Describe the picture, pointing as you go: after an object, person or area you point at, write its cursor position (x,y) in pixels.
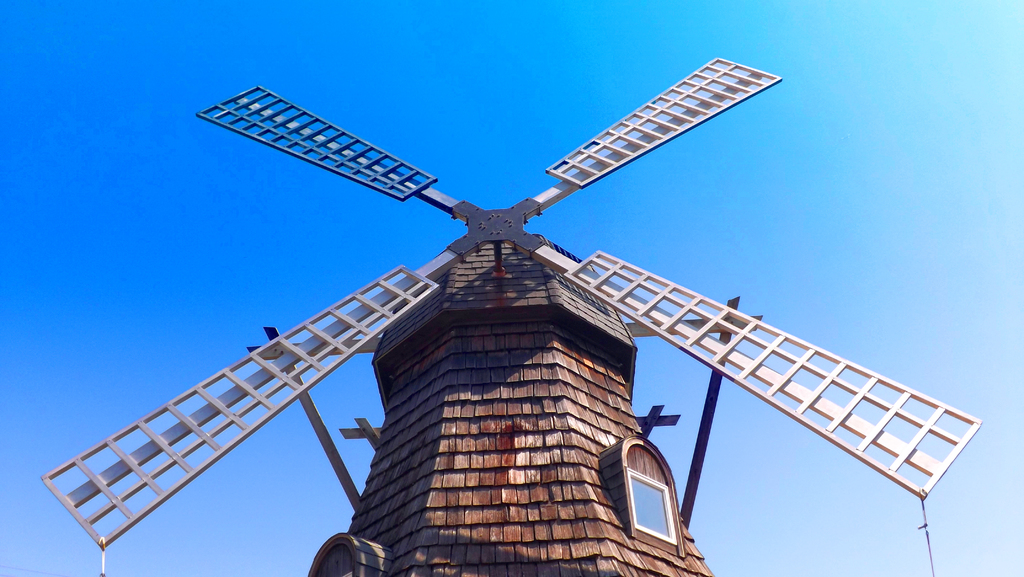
In this picture we can see a windmill (535,266) in the front (535,266), there is the sky (555,95) in the background (534,80).
